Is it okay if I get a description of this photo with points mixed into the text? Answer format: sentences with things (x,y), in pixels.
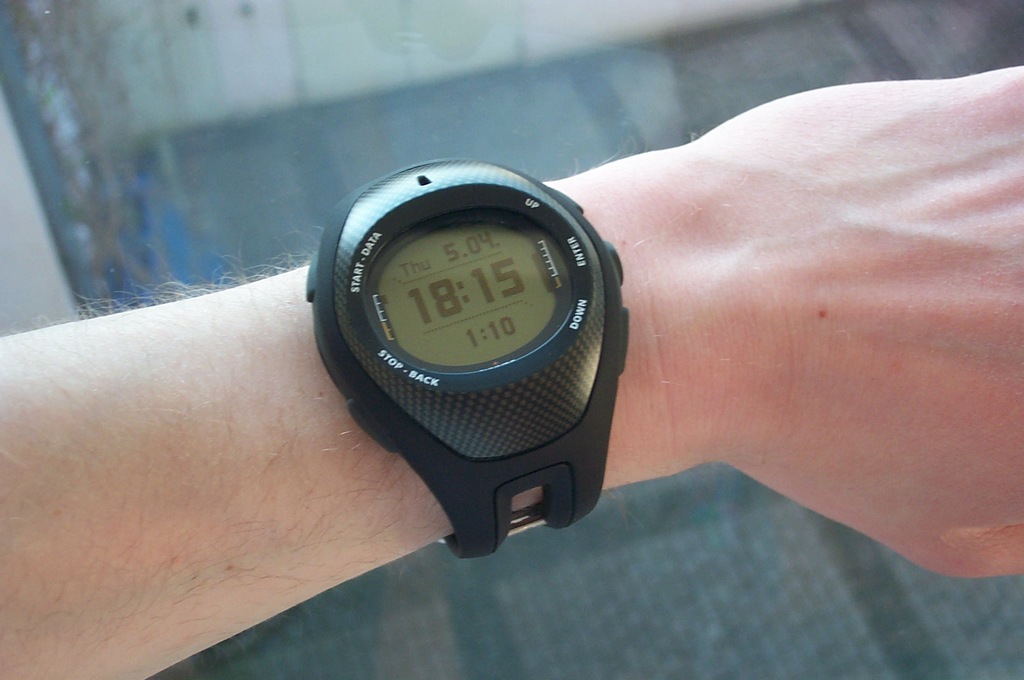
In this image we can see there is a person's hand (638,264) with a black color watch (474,362).
